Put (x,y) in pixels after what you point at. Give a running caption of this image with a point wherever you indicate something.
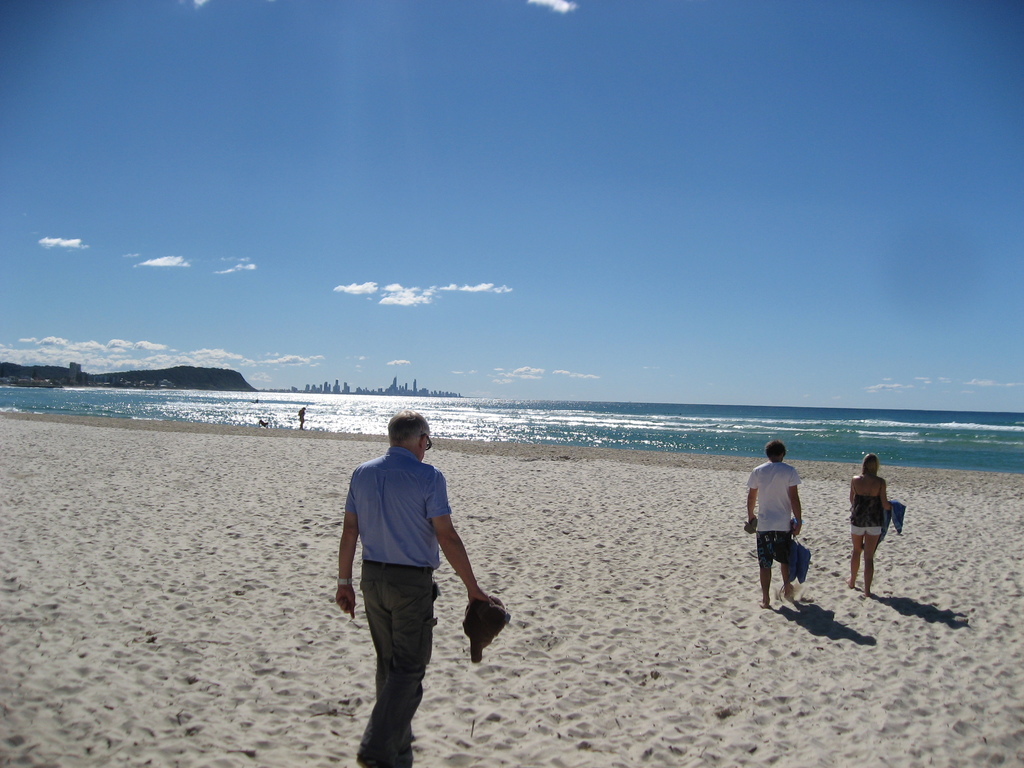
In the background (328,161) we can see the clouds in the sky (461,161), hills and seashore (991,438). In this picture we can see the people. We can see a man (445,496) is holding an object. At the bottom portion of the picture (616,672) we can see the sand (636,636).
